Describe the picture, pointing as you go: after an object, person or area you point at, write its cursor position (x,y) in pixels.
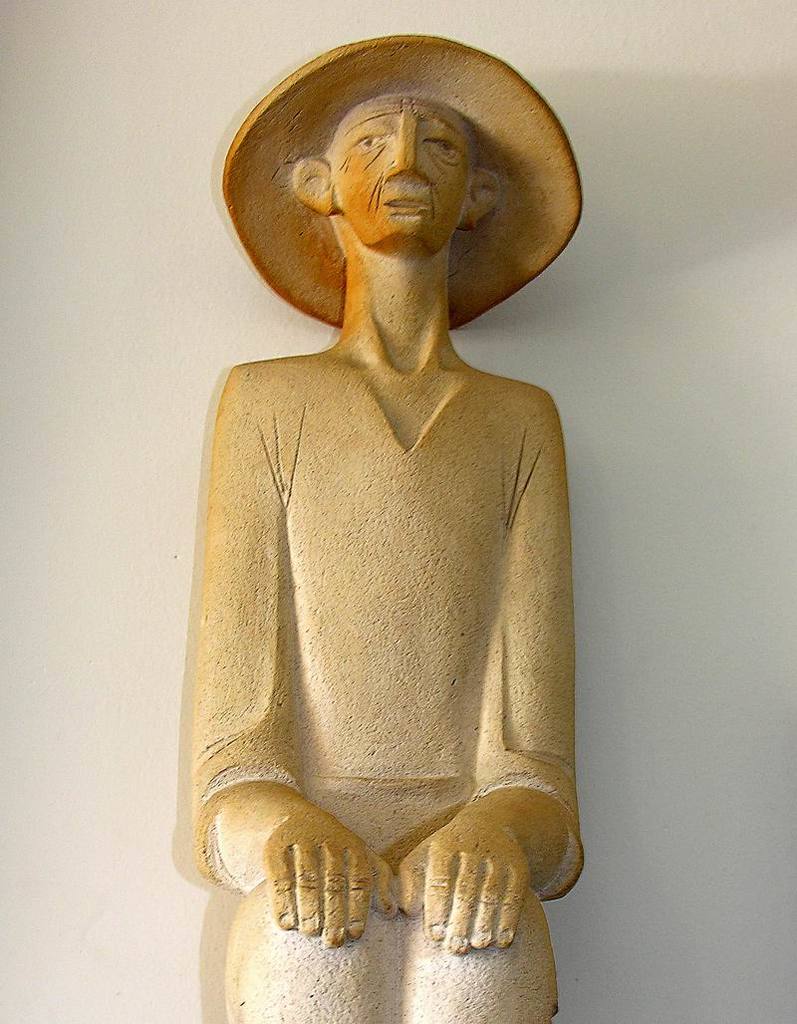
In the center of the image (493,596) there is a depiction (480,698) of a person (332,298). In the background of the image (216,236) there is a wall (594,278).
